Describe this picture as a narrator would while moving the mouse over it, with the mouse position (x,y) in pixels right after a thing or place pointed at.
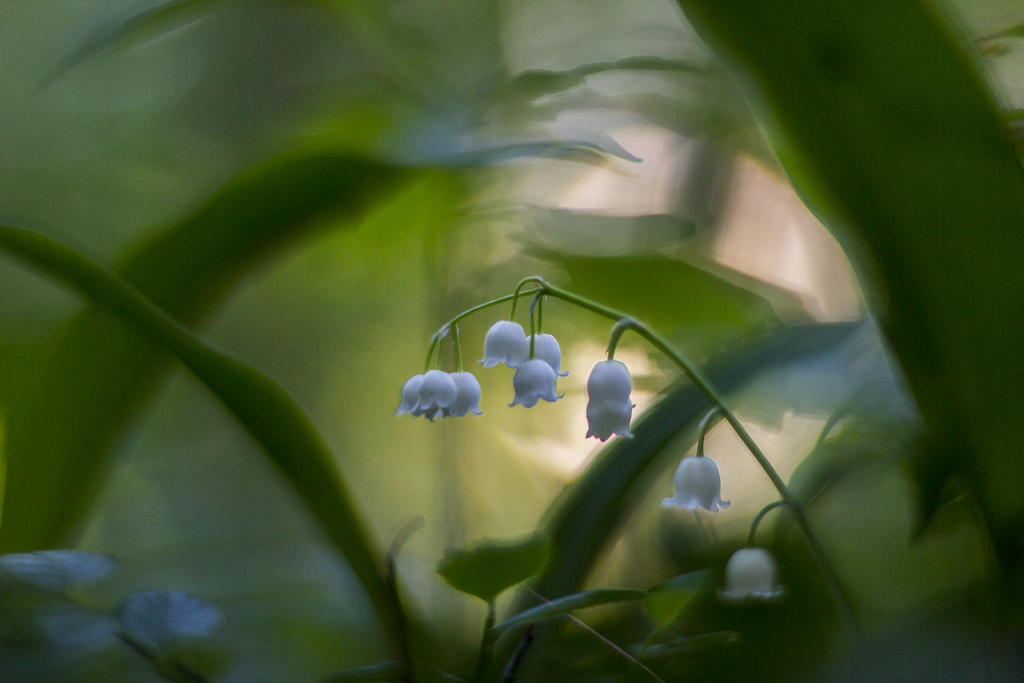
In the center of the image (531,383) we can see flowers (618,409) which are in white color. At the bottom (471,556) there are plants (471,556).
